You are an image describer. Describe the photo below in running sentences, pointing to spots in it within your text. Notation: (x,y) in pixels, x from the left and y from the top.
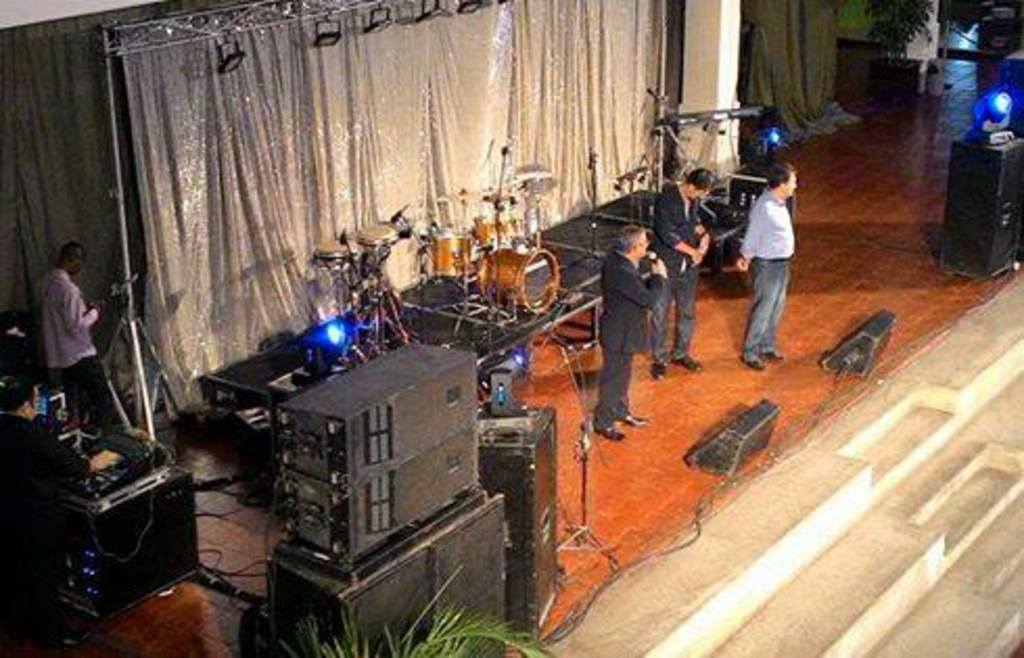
In this image I can see few people (776,217) standing and one person (654,295) is holding a mic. I can see few musical instruments (531,172), speakers (506,458), stand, flower pot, lights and white color curtain (428,95) on the stage (938,273). I can see stairs (907,540).
